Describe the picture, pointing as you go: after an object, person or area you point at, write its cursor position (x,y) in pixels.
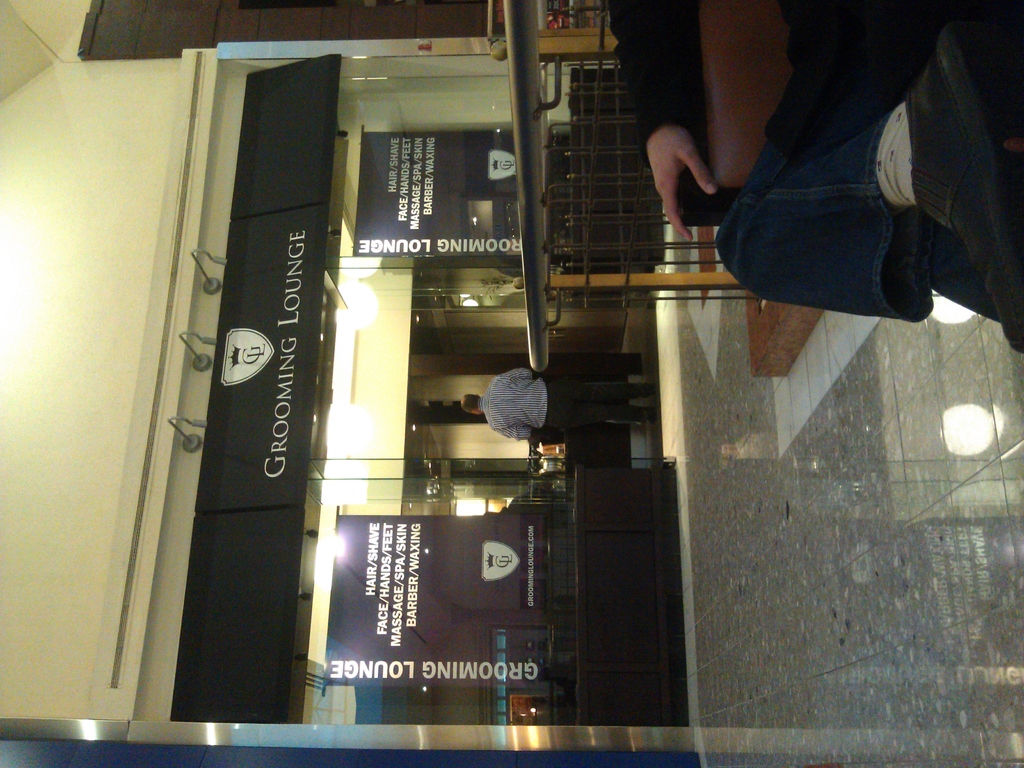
In this image we can see a man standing on the floor (699,560). We can also see a board (212,436) and some banners (407,623) with some text (441,672) on them, some lights (471,501), poles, metal grill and a wall (131,699).
